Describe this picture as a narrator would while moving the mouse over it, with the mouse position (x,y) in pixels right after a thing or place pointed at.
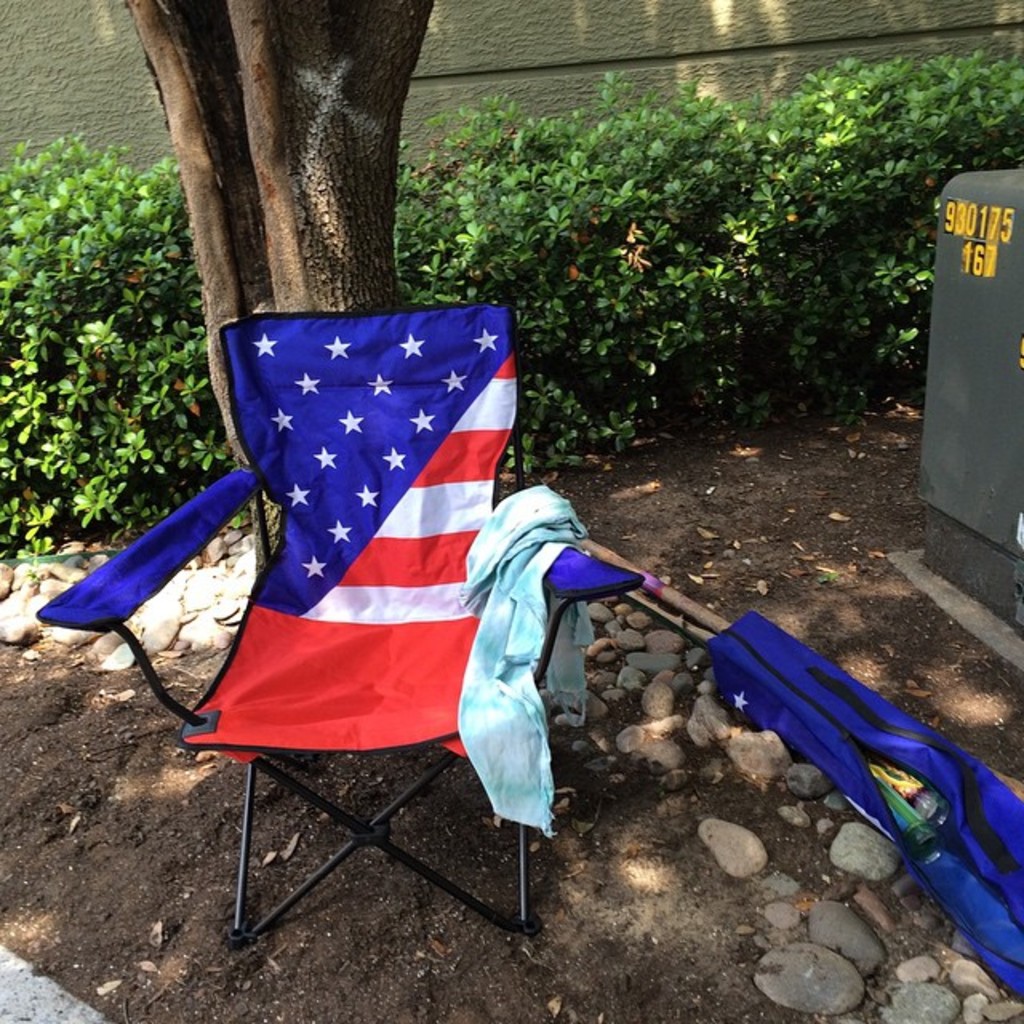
In the foreground (286,357) I can see a chair (336,606), cloth (533,696), box (1013,497), plants (506,226), tree trunk (297,274) and a wall (642,38). This image is taken may be in a garden (376,855).
